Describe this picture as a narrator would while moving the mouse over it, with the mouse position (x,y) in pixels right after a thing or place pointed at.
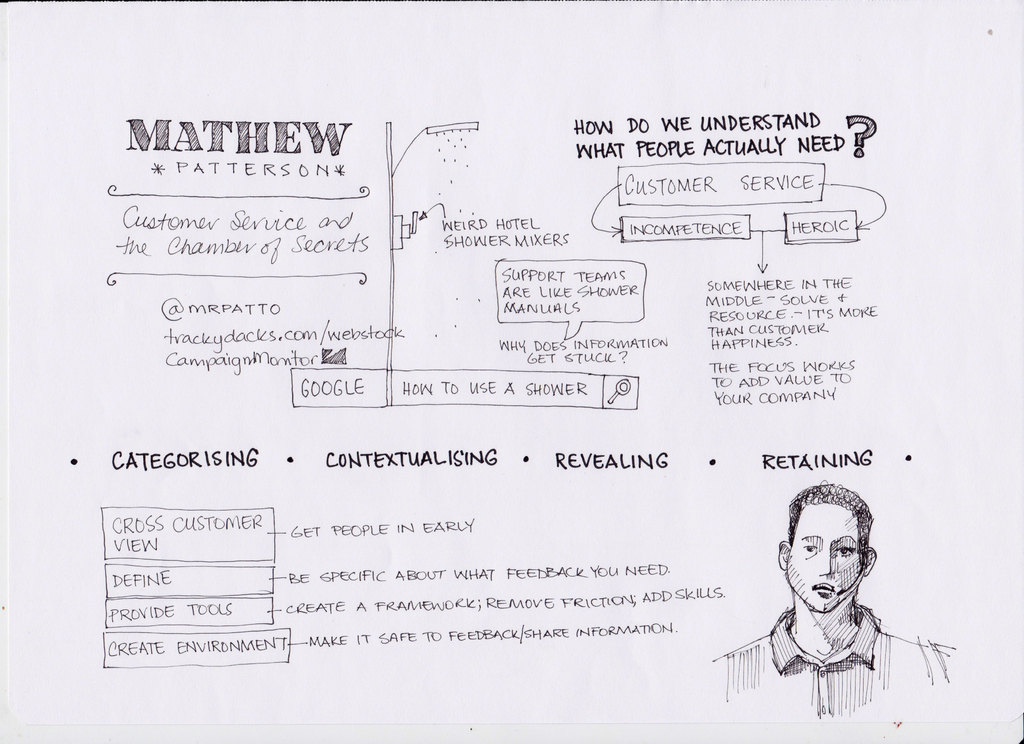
On the white surface (160,104) there is something written. Also there is a drawing (793,611) of a person (799,622).
